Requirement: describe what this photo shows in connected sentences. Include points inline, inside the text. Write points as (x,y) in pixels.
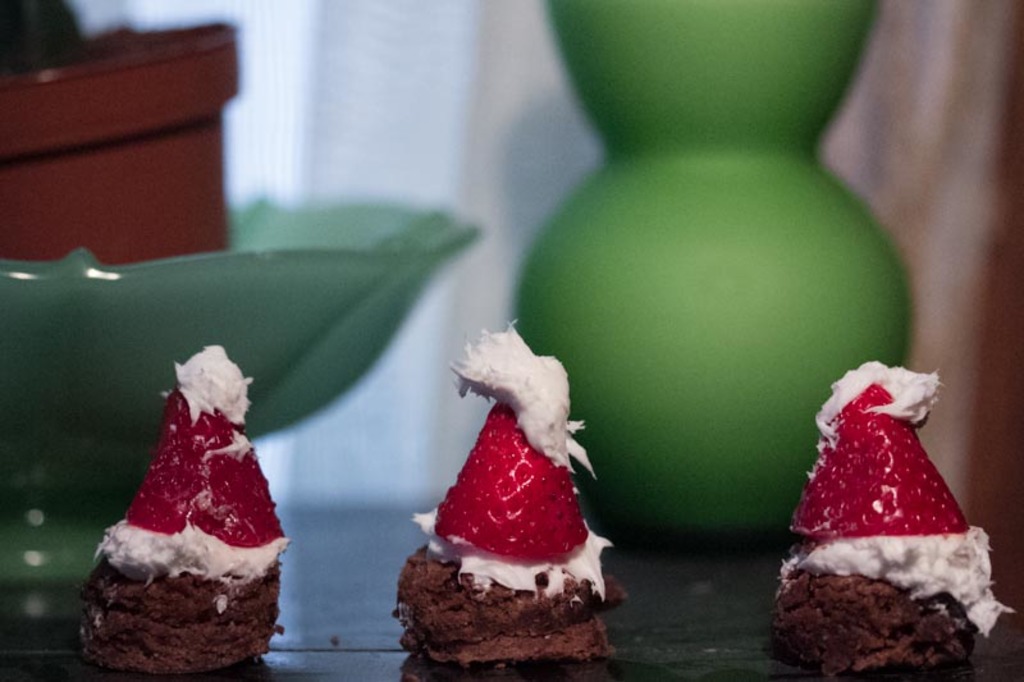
In this picture we can observe some food (166,596) placed on the table (286,571). We can observe strawberries (187,490), cream (517,399) and cake (167,611). There is a green color bowl (221,287) on the left side (155,298). In the background (495,263) it is blur.
